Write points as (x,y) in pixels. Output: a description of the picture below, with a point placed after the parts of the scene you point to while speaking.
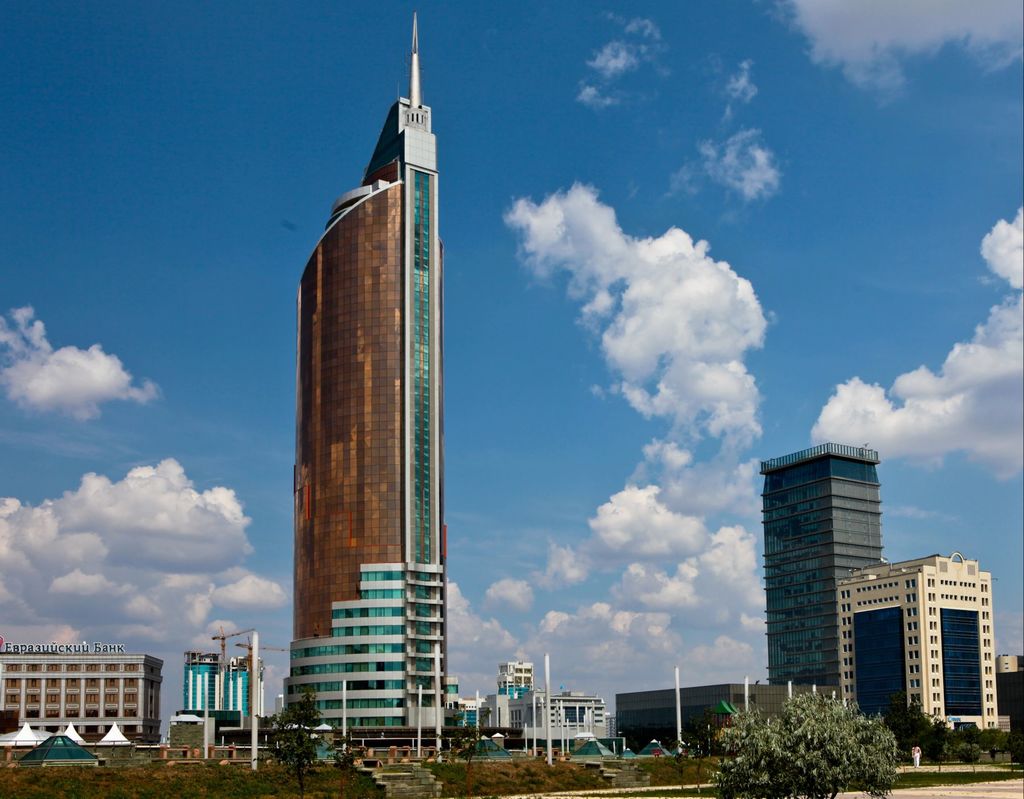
In this picture we can see building (424,540) or we can call it as a tower (366,667) and aside to this tower (367,489) also we have some more buildings (920,629) and above of this building (346,203) we have sky (317,156) with some clouds (675,363) and in front of this building (388,737) we have steps (406,781), tree (295,756) and in front of it might be a path (972,784) for the pedestrians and we have poles (547,707) and some tent (26,744) in front of the buildings (111,697).
